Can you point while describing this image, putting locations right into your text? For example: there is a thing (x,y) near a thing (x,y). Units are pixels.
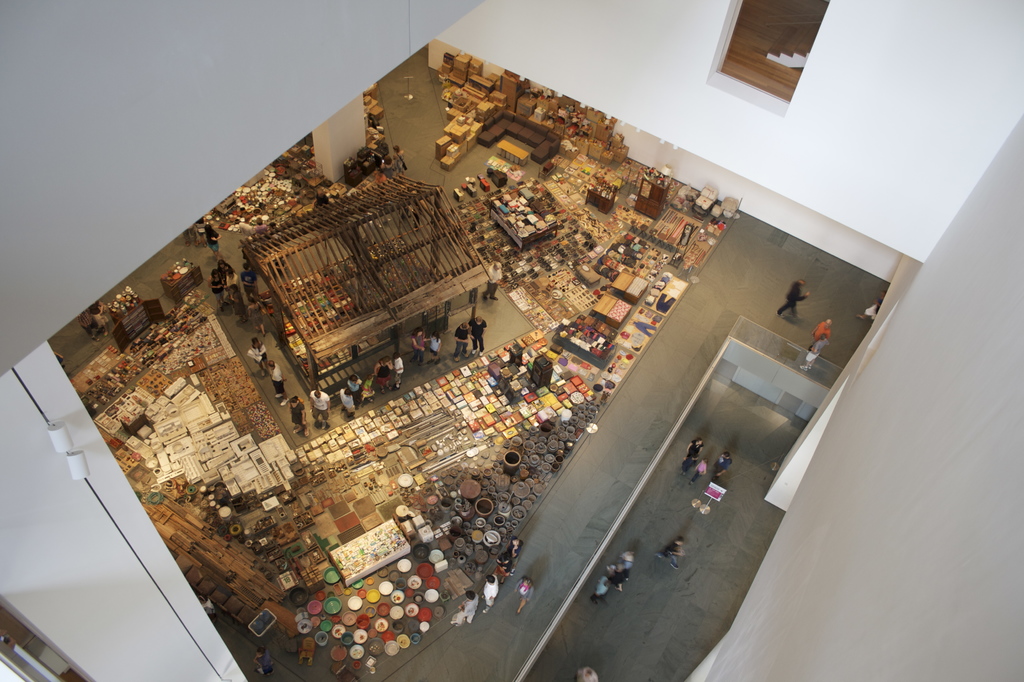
As we can see in the image there are few people (466,624) here and there, boxes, poles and there are wooden sticks (408,256) over here.
